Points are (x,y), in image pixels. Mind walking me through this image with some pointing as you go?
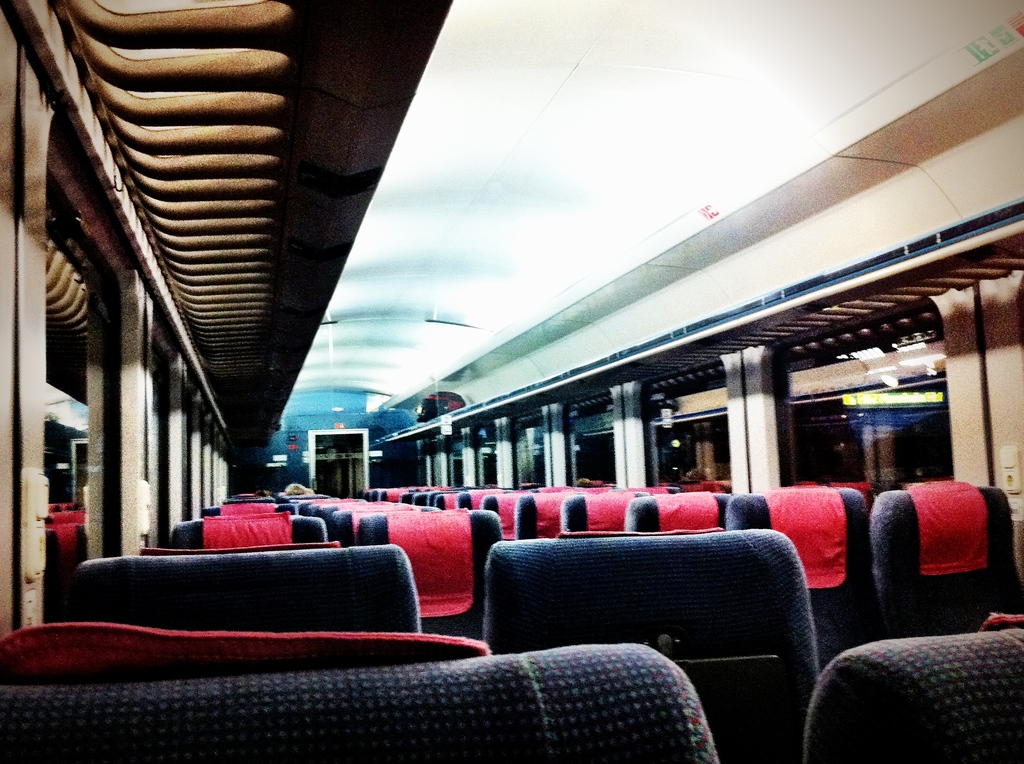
In this image I can see the inner part of the vehicle (330,369). I can also see few chairs (450,492) in blue and red color, and I can see few glass windows (905,448).
